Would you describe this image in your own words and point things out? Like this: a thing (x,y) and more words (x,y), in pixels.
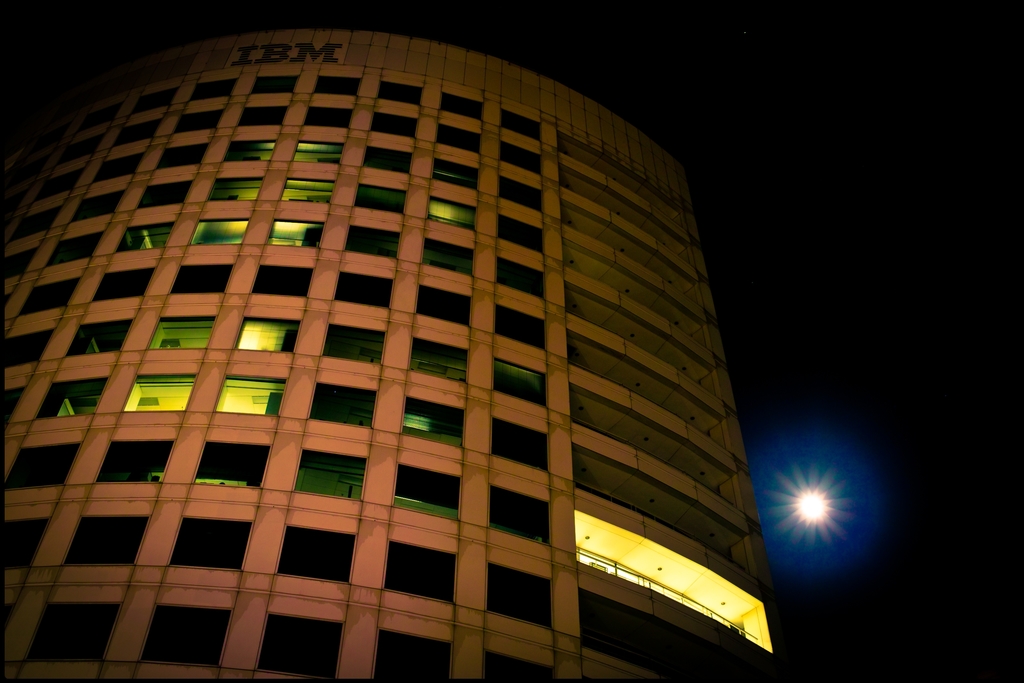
In the image there is a huge building (326,338) of an organization, the picture is captured in the night time so the background (879,450) is dark and there is a light (822,518) on the right side of the building (31,327).
